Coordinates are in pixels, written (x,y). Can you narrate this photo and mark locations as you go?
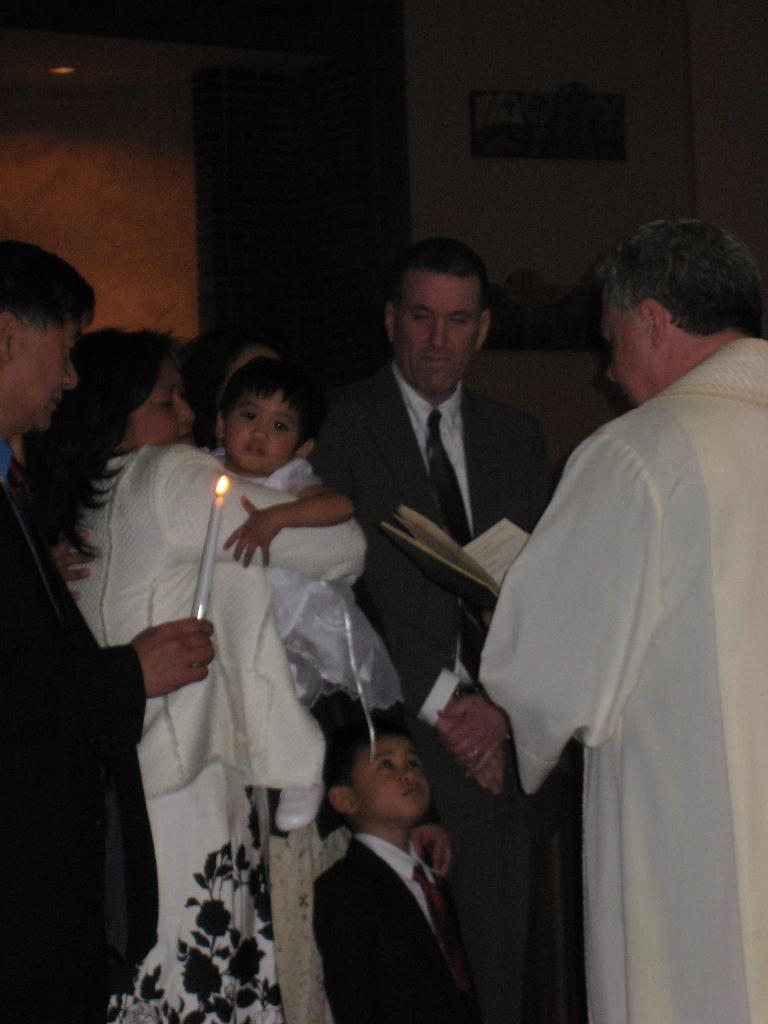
In this image we can see a man (399,381) with a suit (390,496) and a woman (154,527) with a kid (273,437) and also boy (390,850) standing in the center (329,671). On the left (8,471) there is a person (41,400) holding a candle (206,610) and on the right (626,500) there is another person (693,514) with a book (443,546). In the background (617,143) we can see a frame (539,145) attached to the wall (589,180). Ceiling light (65,69) is also visible.
